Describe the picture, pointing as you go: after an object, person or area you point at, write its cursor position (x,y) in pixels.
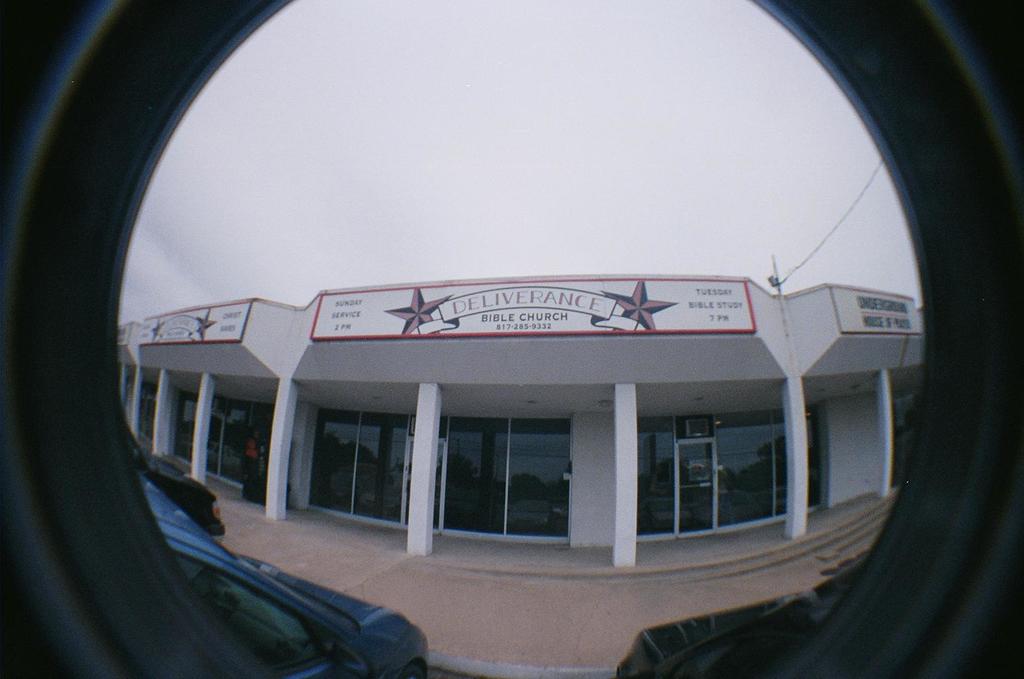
In this picture, we can see a view from the glass (537,460), we can see building (674,435) with pillars (277,415), and with some text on it, we can see wire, the sky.
